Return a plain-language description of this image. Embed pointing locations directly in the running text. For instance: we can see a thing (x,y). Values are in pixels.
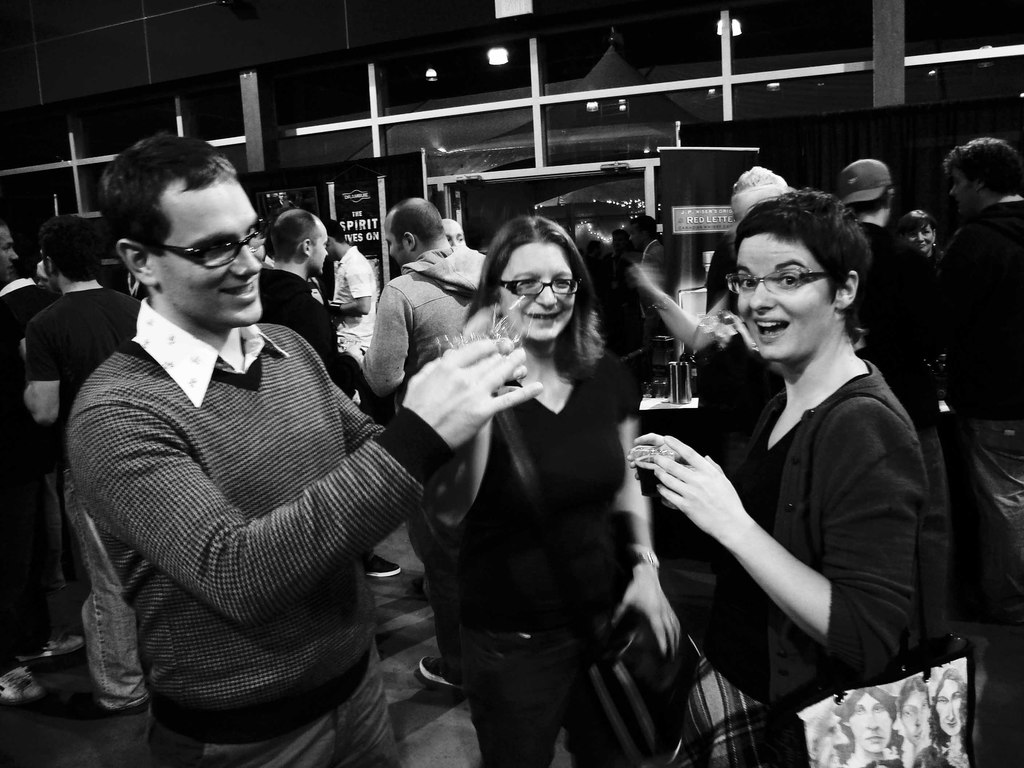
In this picture I can observe some people (445,397) standing on the floor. There are men (326,385) and women (579,425) in this picture. This is a black and white image.
